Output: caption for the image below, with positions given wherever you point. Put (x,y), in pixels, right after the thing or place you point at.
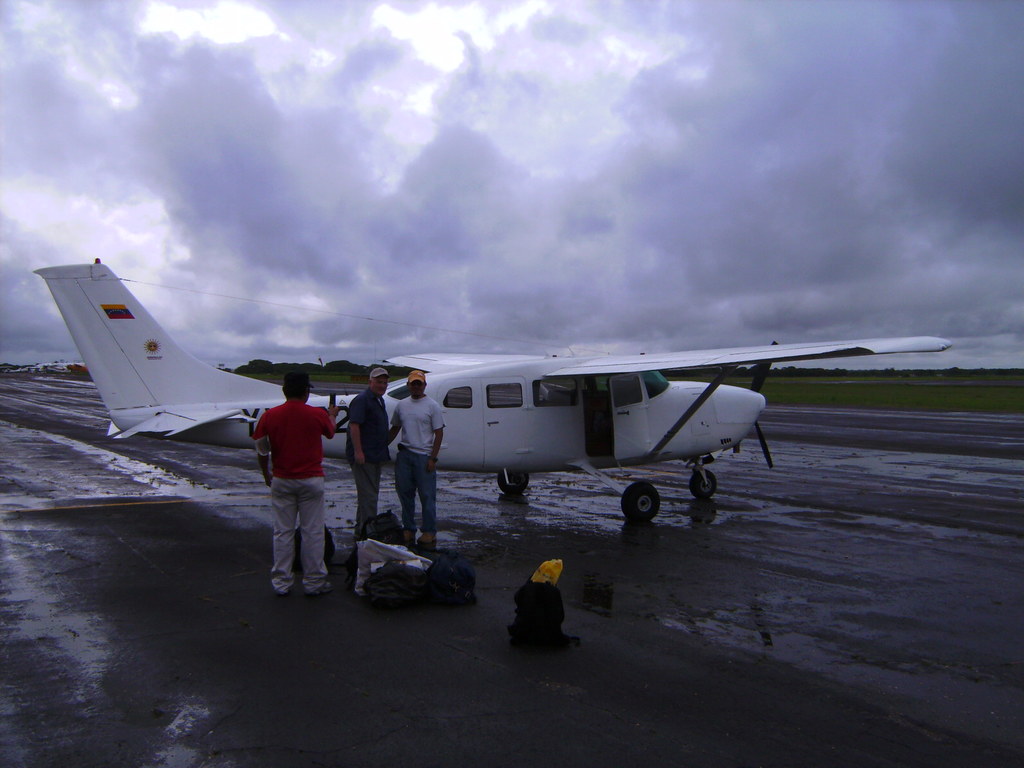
This is an aircraft (614,385), which is on the runway (646,526). There are three people (402,431) standing. I think these are the luggage bags (454,591). I can see the clouds (510,142) in the sky (788,46). In the background (314,374), I think these are the trees (786,375).
